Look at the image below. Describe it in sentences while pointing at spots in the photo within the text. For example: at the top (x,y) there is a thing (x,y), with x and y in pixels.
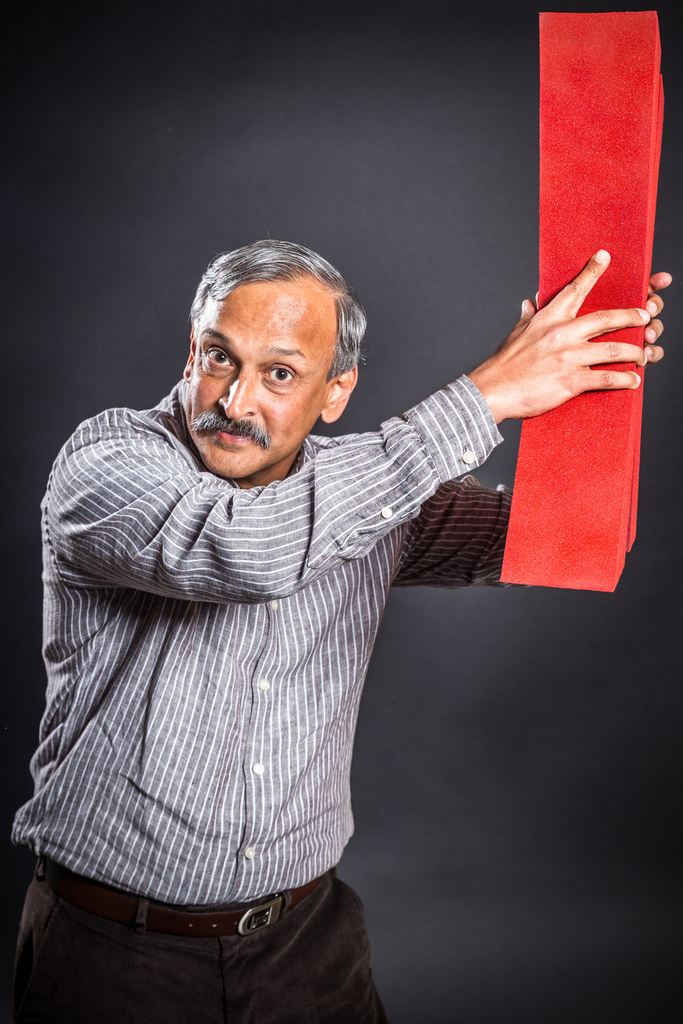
In this image we can see a person (241,613). A person (280,537) is holding an object (573,253) in his hand (599,316).
